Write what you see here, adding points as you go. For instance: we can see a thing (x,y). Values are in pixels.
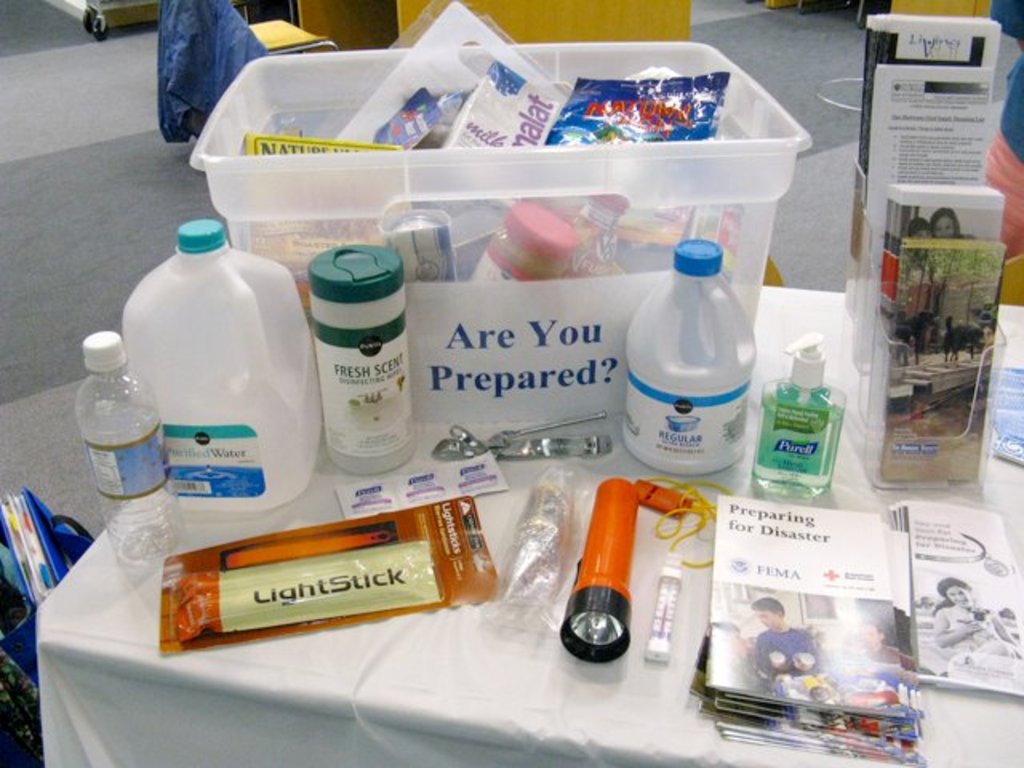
In this image i can see few bottles (689,367), papers (829,592), torch (575,619) on a table (555,663) at the back ground (616,36) i can see a wooden wall (647,22).
